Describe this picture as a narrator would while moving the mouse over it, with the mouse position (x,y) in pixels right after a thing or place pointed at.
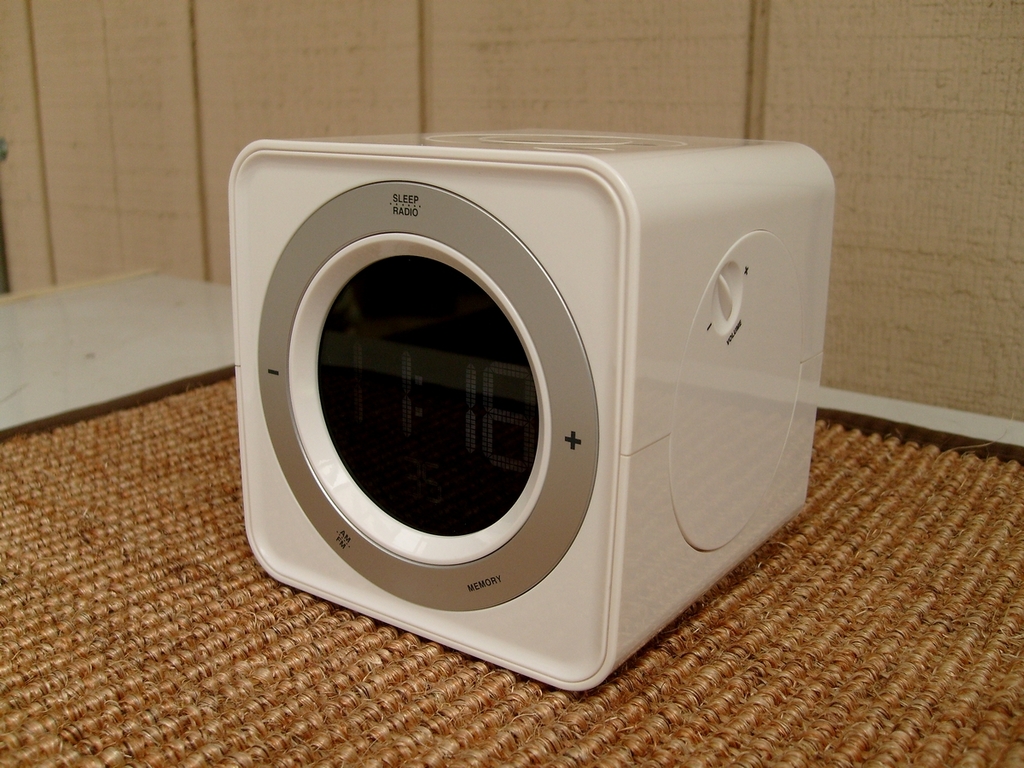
In this image there is a mat (938,460), on that mat (894,531) there is a digital clock (454,175), in the background (172,178) there is a wall (953,240).
